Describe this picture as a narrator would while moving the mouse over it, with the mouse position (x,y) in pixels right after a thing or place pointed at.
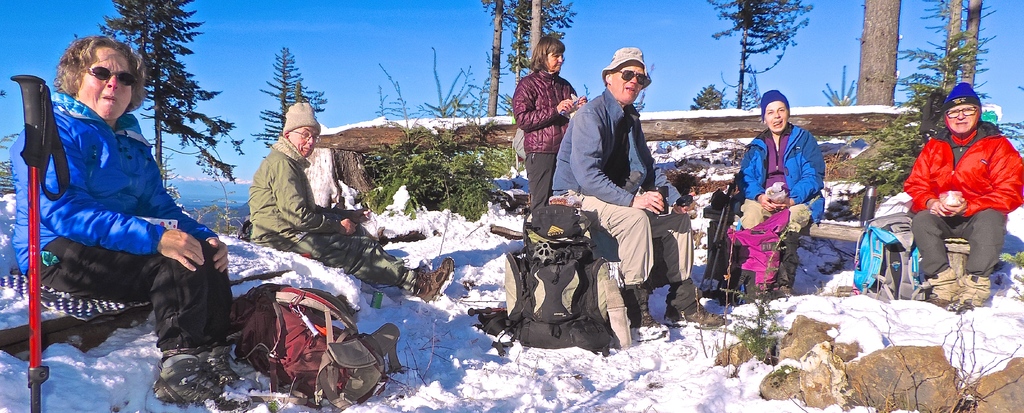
In this image I can see six people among which five people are sitting on a mountain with snow (479,119), one person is standing. I can see some bags (777,264), bottle (864,204), tin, rocks (846,376) and plants (441,174) in the center of the image (438,162). At the top of the image (790,49) I can see the sky (908,38) and trees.
